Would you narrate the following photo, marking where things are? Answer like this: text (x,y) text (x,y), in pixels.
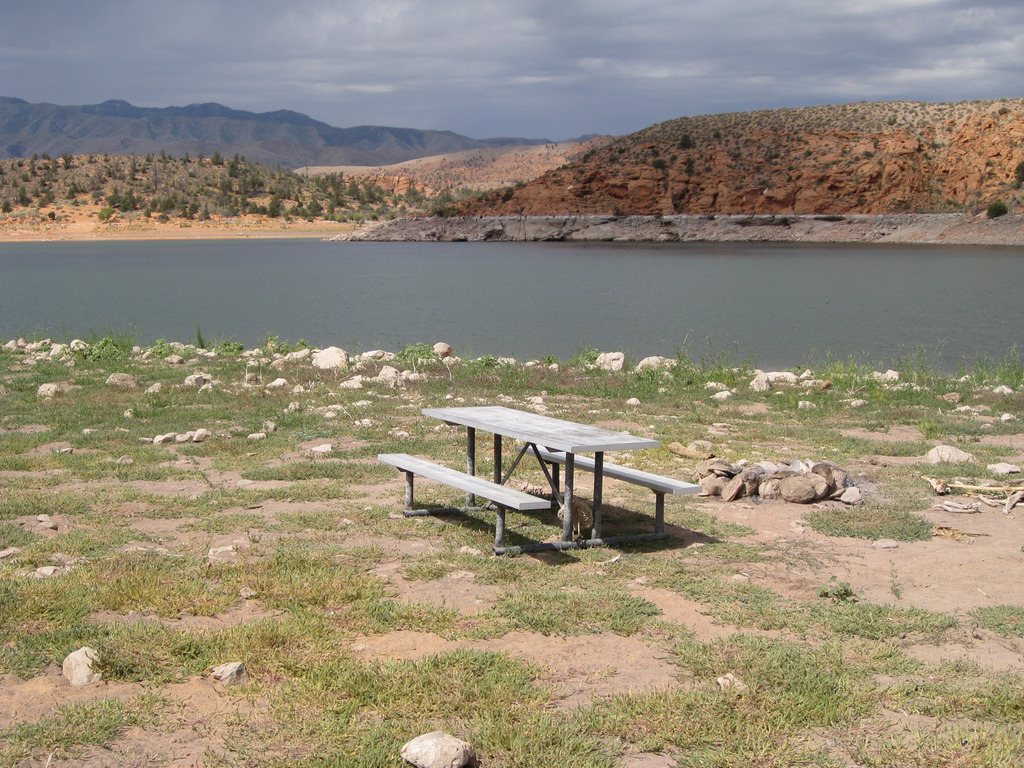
In the center of the image (555,453) there is a bench (520,459). At the bottom of the image (644,718) there is grass (389,730) and stones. In the background of the image (405,133) there are mountains (743,165) and trees (411,204). There is water (364,244) at the center of the image (496,283).
